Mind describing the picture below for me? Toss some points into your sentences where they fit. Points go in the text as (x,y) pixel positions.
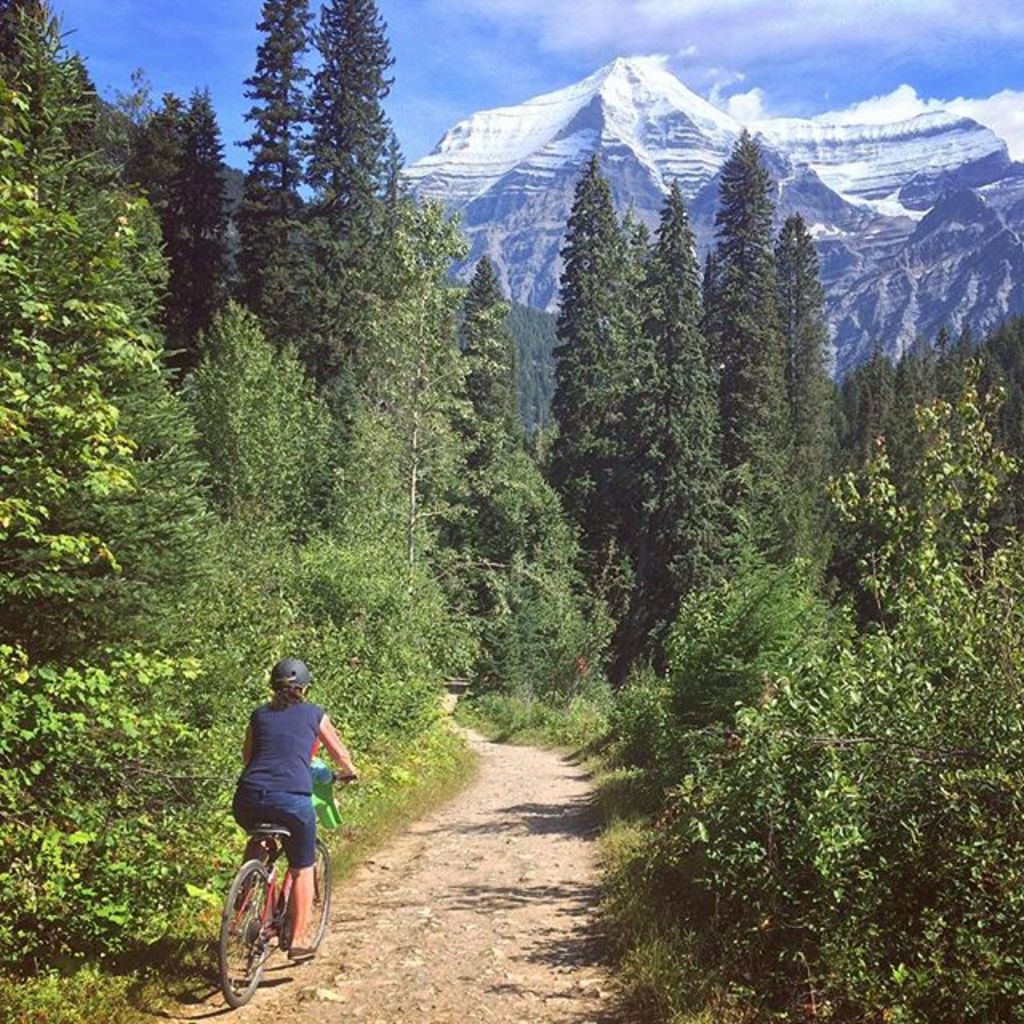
In the bottom left of the image (275,715) there is a lady (284,753) riding a bicycle (241,909) wearing a helmet (293,681). In the background of the image (617,417) there are trees (460,334), mountains (594,121), sky (803,49).
